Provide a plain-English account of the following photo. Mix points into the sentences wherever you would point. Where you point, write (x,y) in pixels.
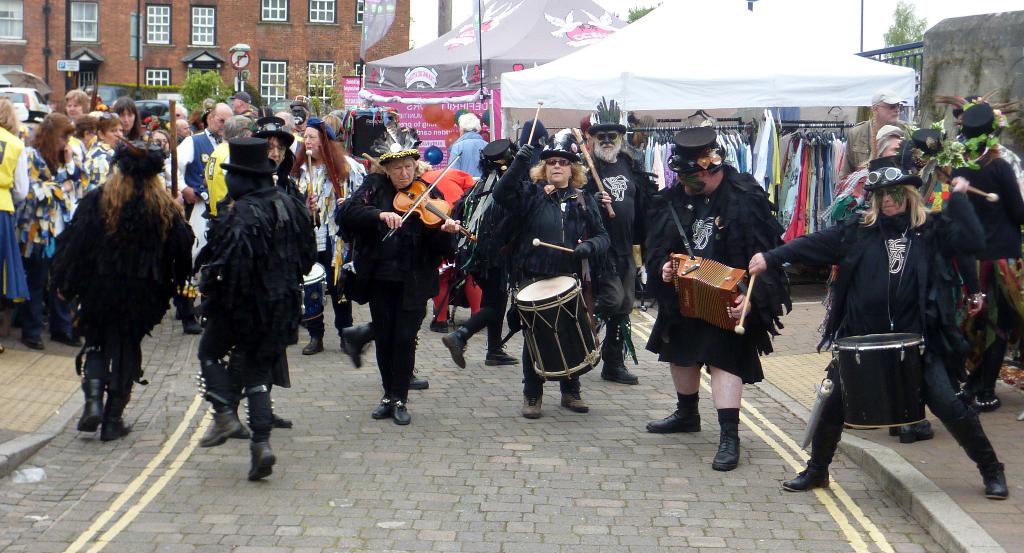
In this picture there are persons (283,163) standing and dancing. In the background (522,49) there are tents (565,48). There is a banner (419,126) which is pink in colour and there is some text (429,123) written on it, and there is a building (240,40).
